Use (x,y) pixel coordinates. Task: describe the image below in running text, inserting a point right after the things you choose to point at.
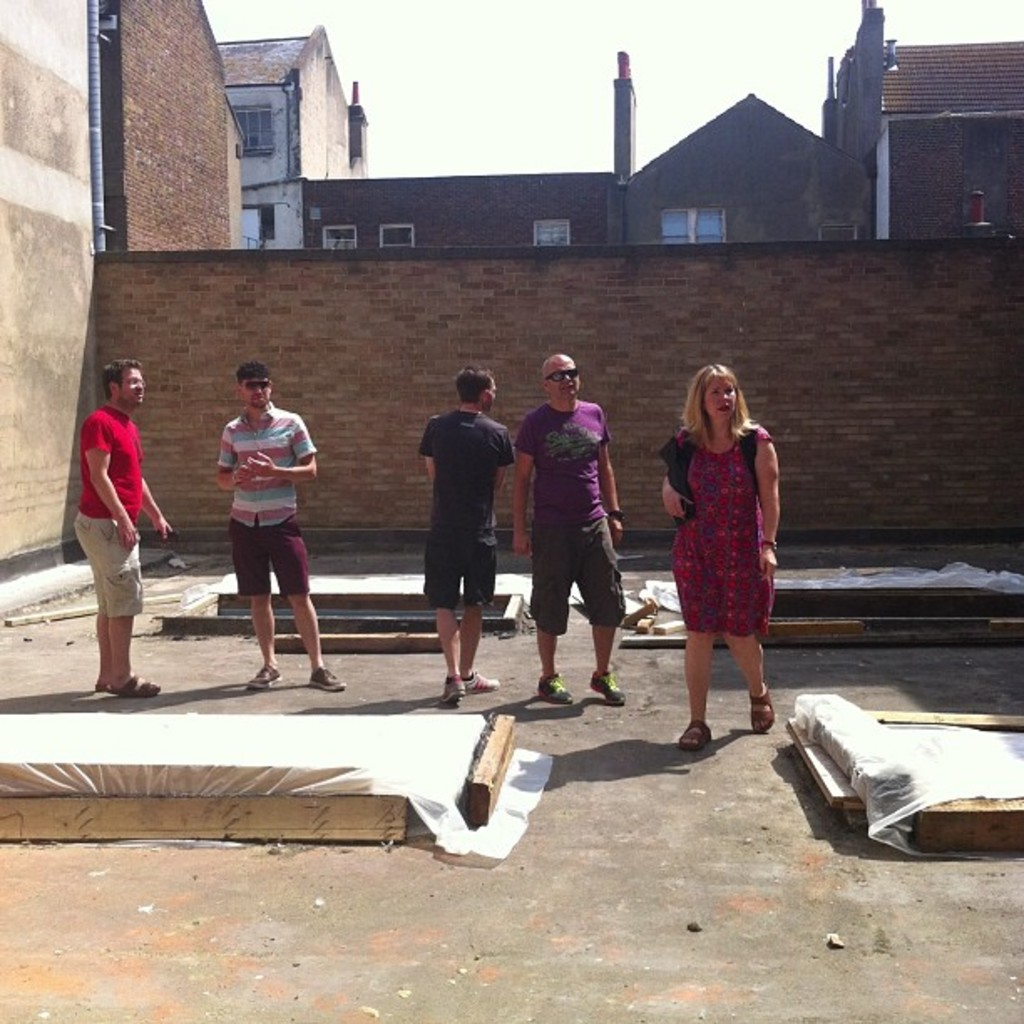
In this picture we can see wooden planks (246,810), cover sheets (415,586), five people (433,499) on the floor (499,933) and in the background (400,302) we can see the wall (335,355), buildings (386,205) with windows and the sky (527,115).
